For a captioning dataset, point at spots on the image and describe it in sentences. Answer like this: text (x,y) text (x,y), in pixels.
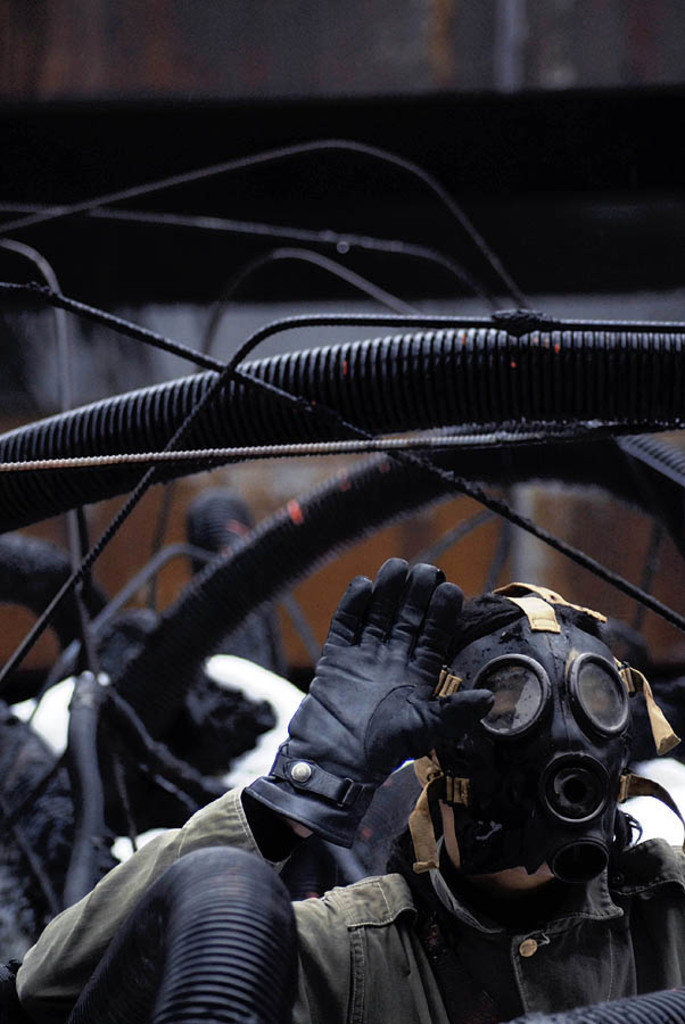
In this picture we can see a person (538,855), and the person (519,764) wore mask (469,787) and glove (438,670), and also we can see few metal rods (328,322).
